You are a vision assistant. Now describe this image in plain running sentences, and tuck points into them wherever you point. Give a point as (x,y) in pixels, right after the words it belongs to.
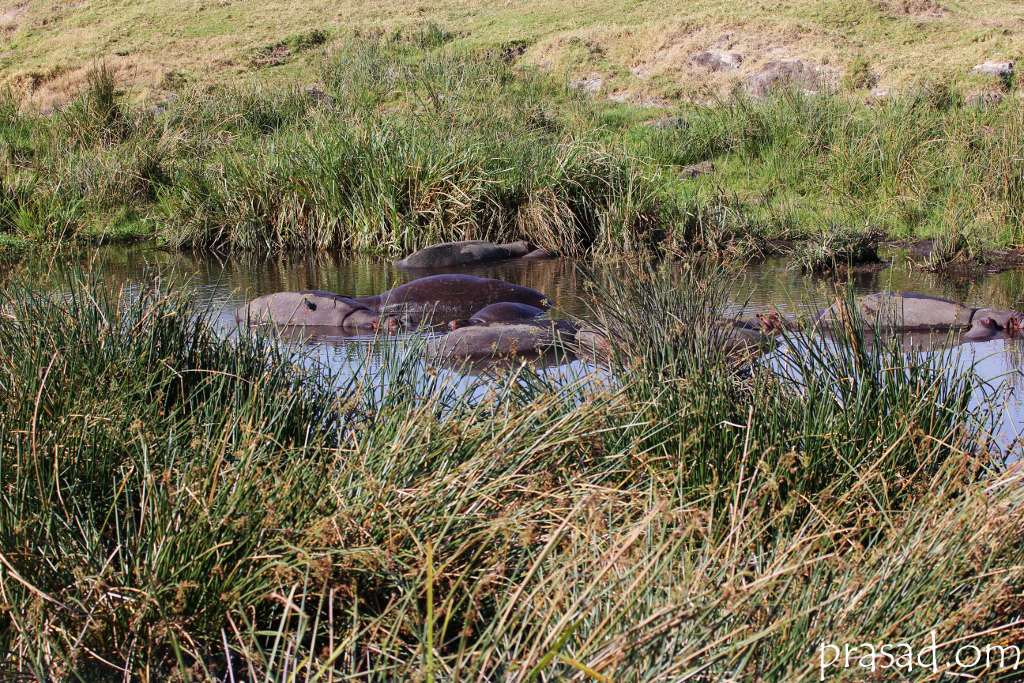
In this image we can see some animals (409,299) in the water (386,341), also we can see the grass (3,473).
